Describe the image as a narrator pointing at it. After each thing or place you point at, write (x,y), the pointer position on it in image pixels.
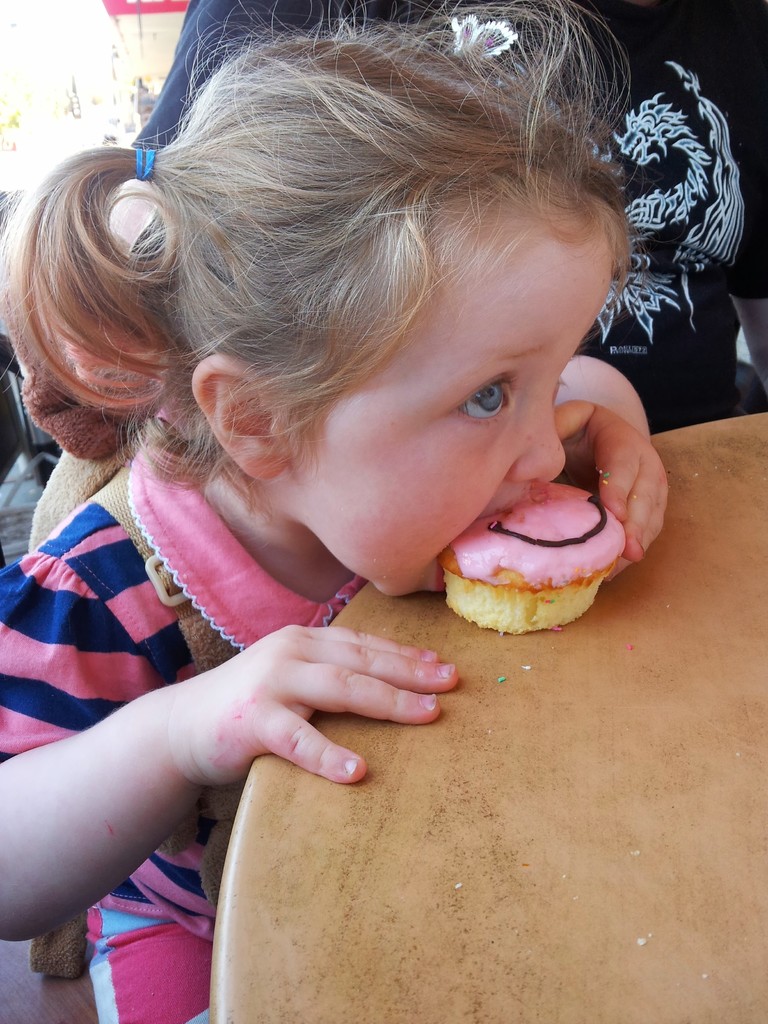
In this picture there is a girl (388,482) who is wearing pink color dress (134,635). She is eating cupcake (607,527). On the table (614,688) we can see the cupcake (564,524). Beside her there is a person (673,90) who is wearing black dress (707,257). On the top left (169,34) background (145,20) we can see shed (156,20), trees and poles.
